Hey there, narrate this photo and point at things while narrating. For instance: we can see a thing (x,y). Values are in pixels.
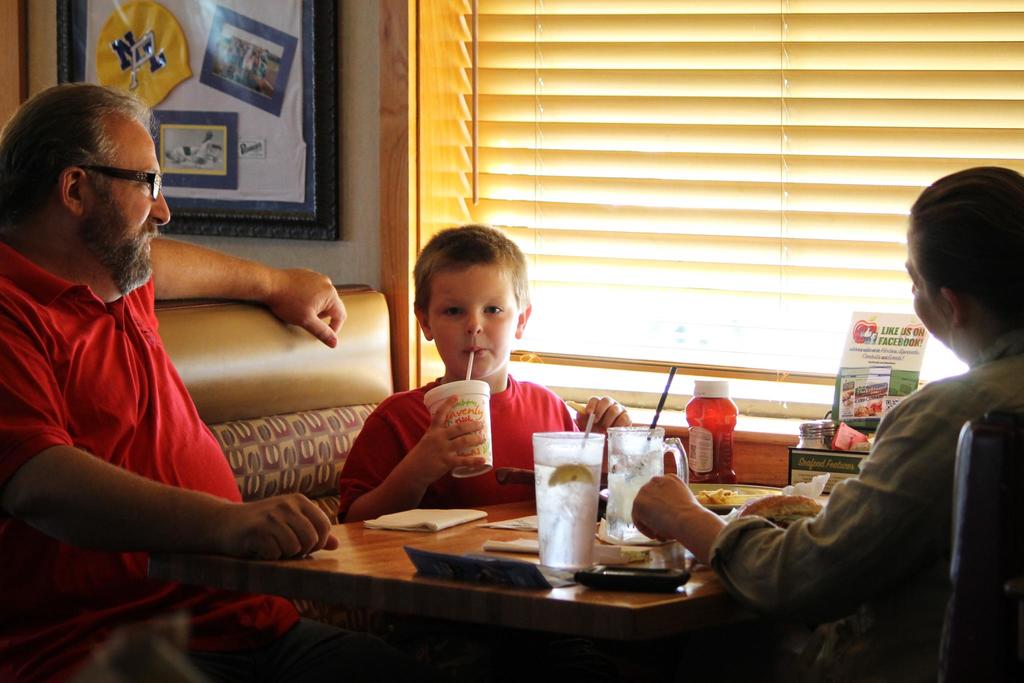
A man (279,549), a woman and a boy (488,258) is sitting a table (352,533) in a restaurant (323,381). The boy (392,414) is sipping from a cup (466,390) using a straw (469,368). The table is beside a window (621,185). There is a photo frame (269,123) in the background (111,26).
